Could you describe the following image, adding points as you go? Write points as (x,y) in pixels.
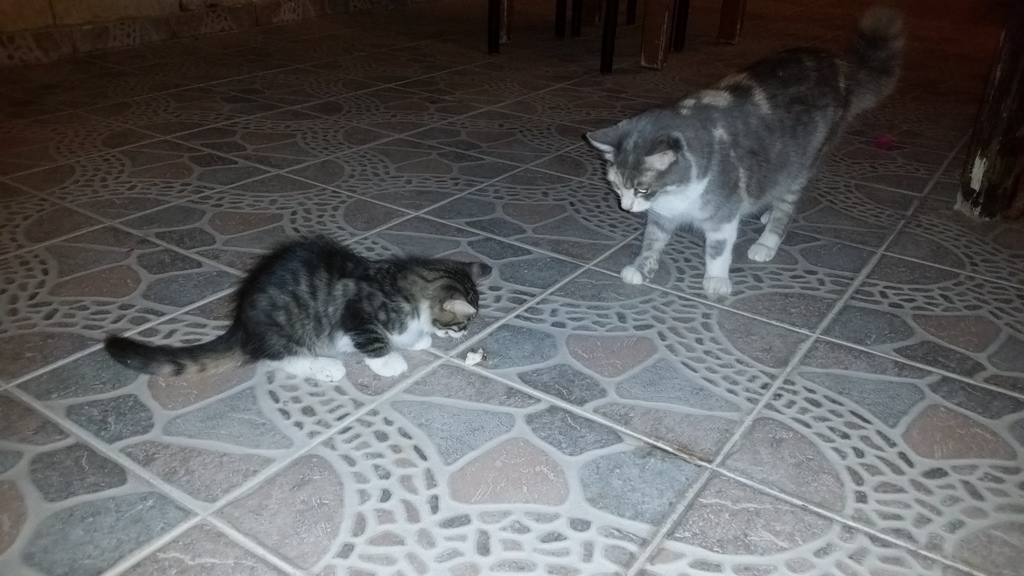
In this image we can see the cats (326,315). In the background of the image (557,22) there are some objects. At the bottom of the image (594,506) there is the floor (301,452).
